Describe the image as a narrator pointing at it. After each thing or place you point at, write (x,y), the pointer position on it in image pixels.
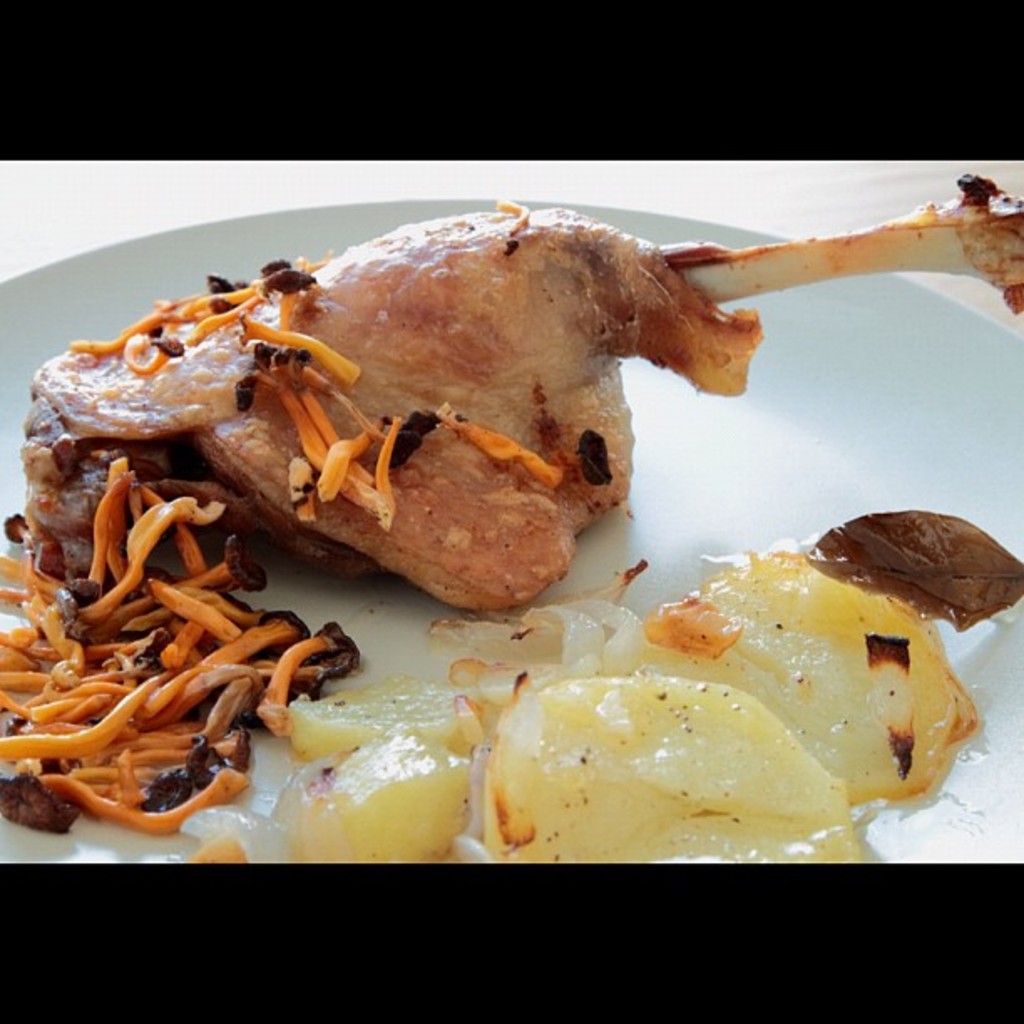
In this image, we can see a plate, there is some food (137,659) on the plate (1010,657).
